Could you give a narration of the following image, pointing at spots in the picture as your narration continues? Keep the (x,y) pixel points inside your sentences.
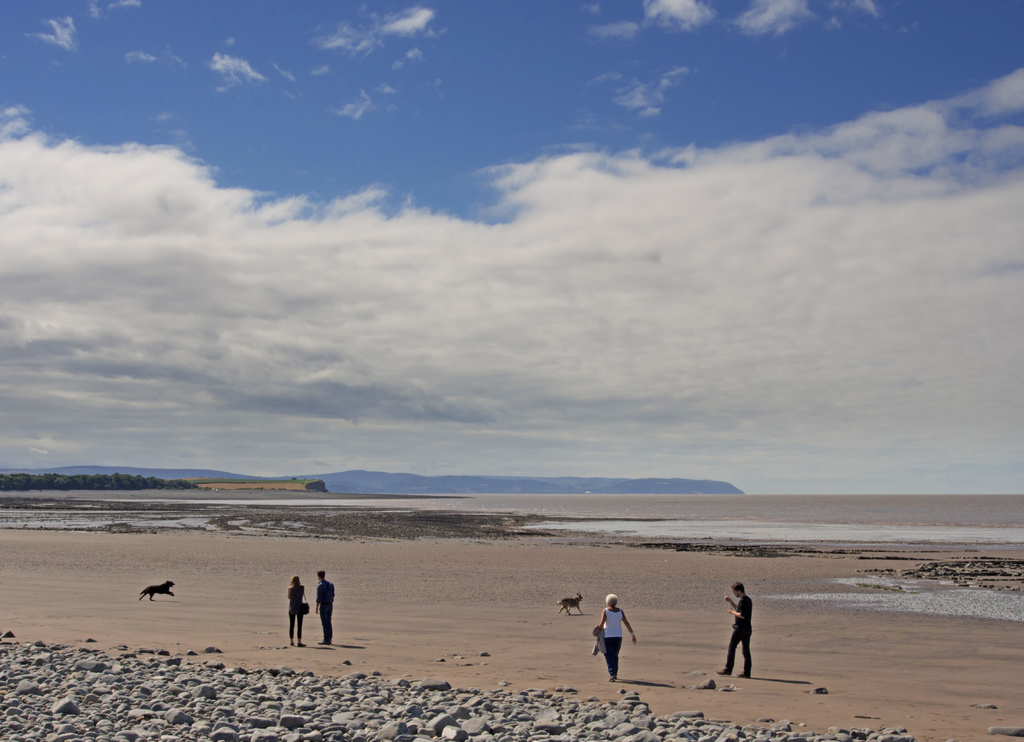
In this image I can see few people (616,661) and two animals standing on the sand (634,674). These people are wearing the different color dresses (613,637). To the side I can see the stones (200,700). In the background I can see many trees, clouds (337,456) and the sky (400,92).
